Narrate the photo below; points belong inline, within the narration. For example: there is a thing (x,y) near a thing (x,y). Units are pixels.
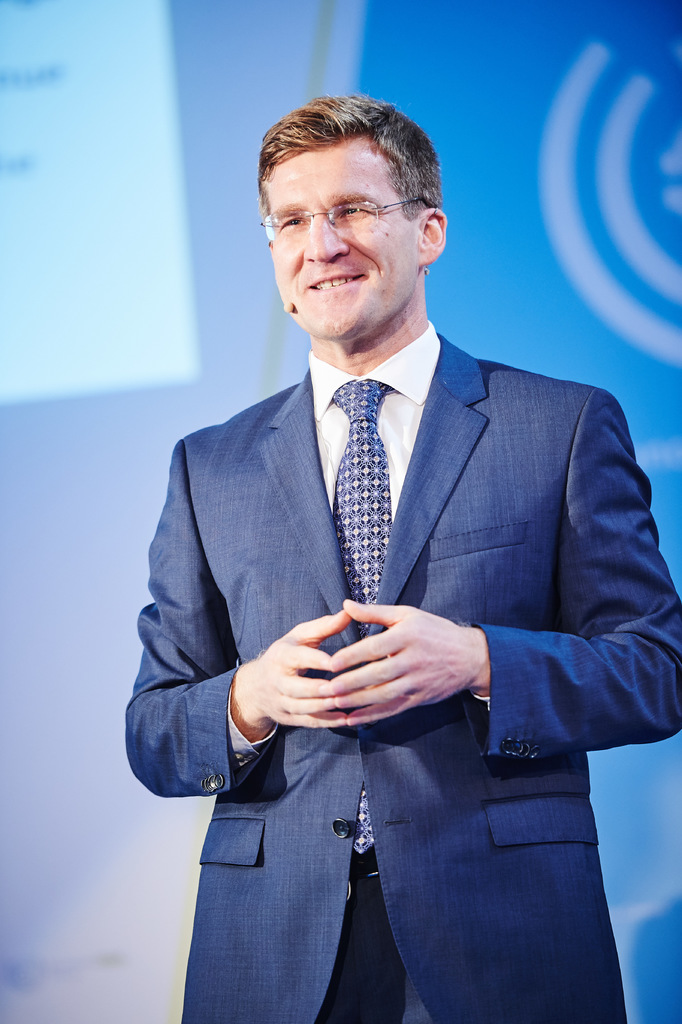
In this picture there is a man (366,858) who is wearing spectacle (295,225), mic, suit (271,504) and trouser (364,951). Behind him we can see the projector screen (91,383).
